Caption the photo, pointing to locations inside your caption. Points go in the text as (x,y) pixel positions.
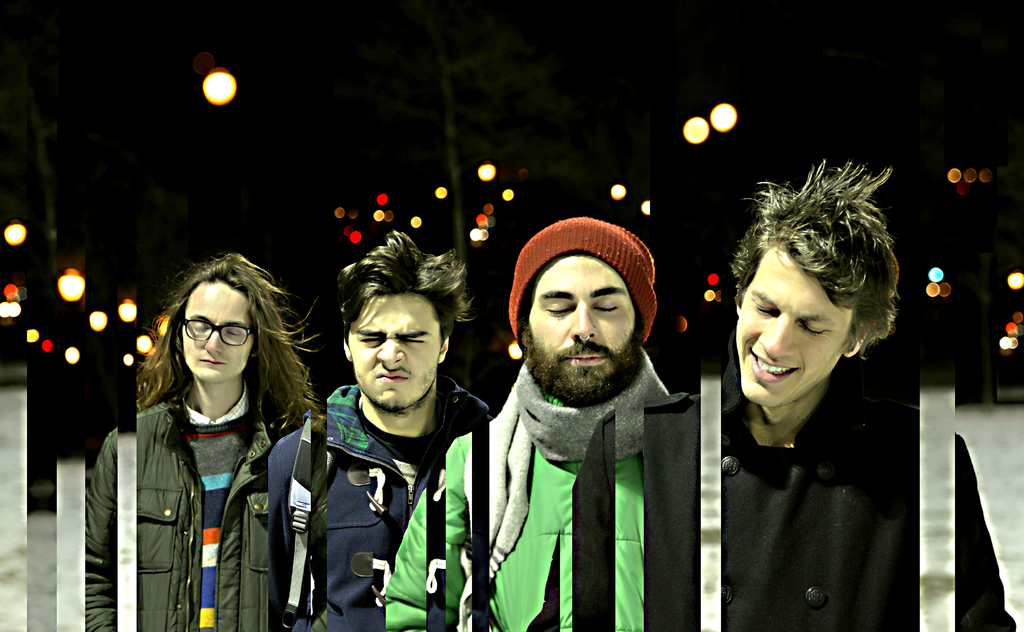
This is an edited image. In this image there are a few people (529,358) standing and closed their eyes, behind them there are a few lights (0,306) and trees (503,134). The background (529,141) is dark.
